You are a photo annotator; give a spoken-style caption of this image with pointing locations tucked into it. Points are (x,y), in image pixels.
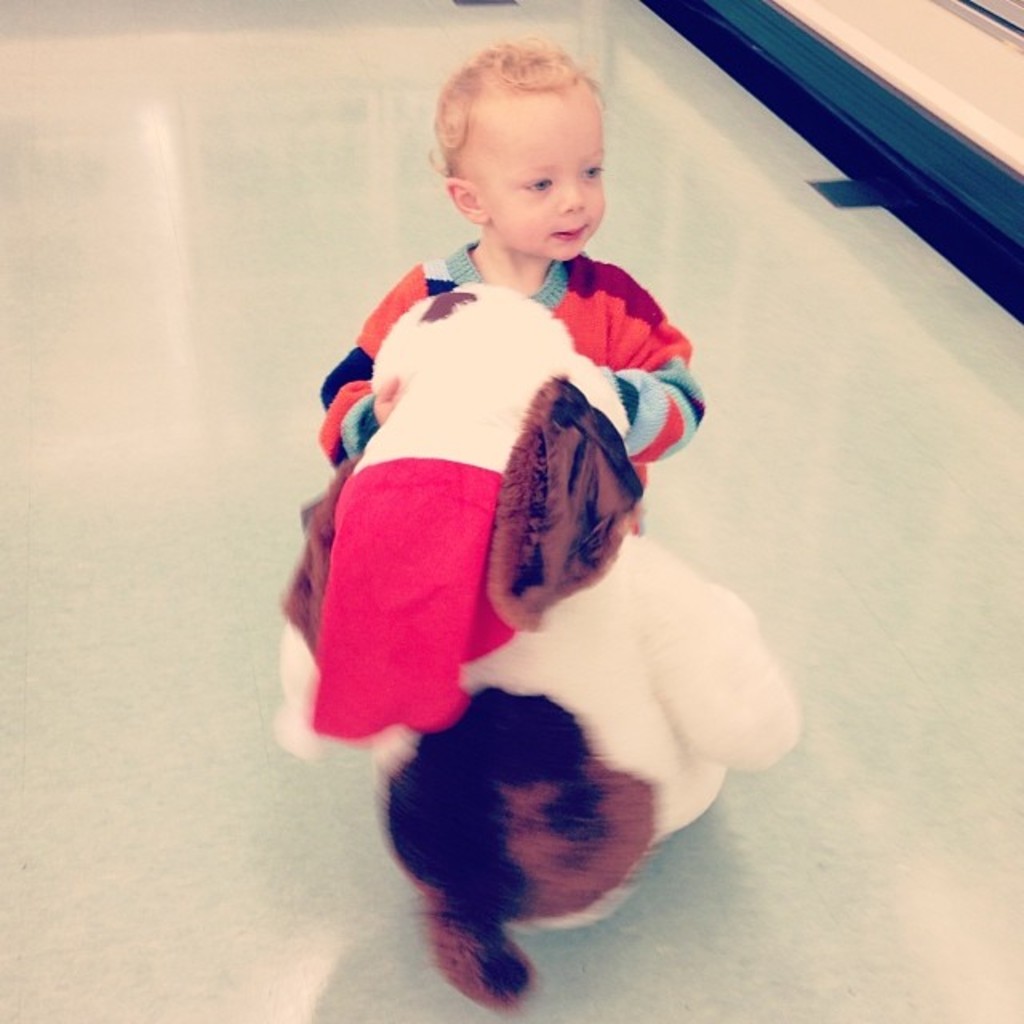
In this image I can see a boy (585,331) is standing and I can see he is holding white and brown colour soft toy (544,496). I can also see this image is little bit blurry.
